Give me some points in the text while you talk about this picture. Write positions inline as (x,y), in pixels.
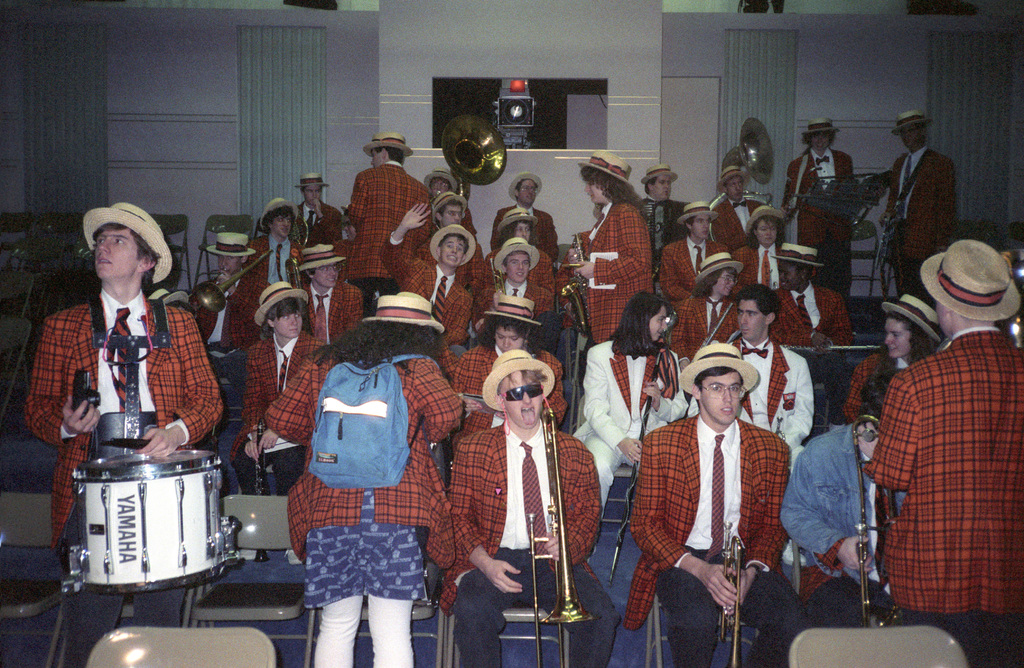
In this image there are group of persons (476,412) wearing similar dress (422,379) playing musical instruments (130,503).
